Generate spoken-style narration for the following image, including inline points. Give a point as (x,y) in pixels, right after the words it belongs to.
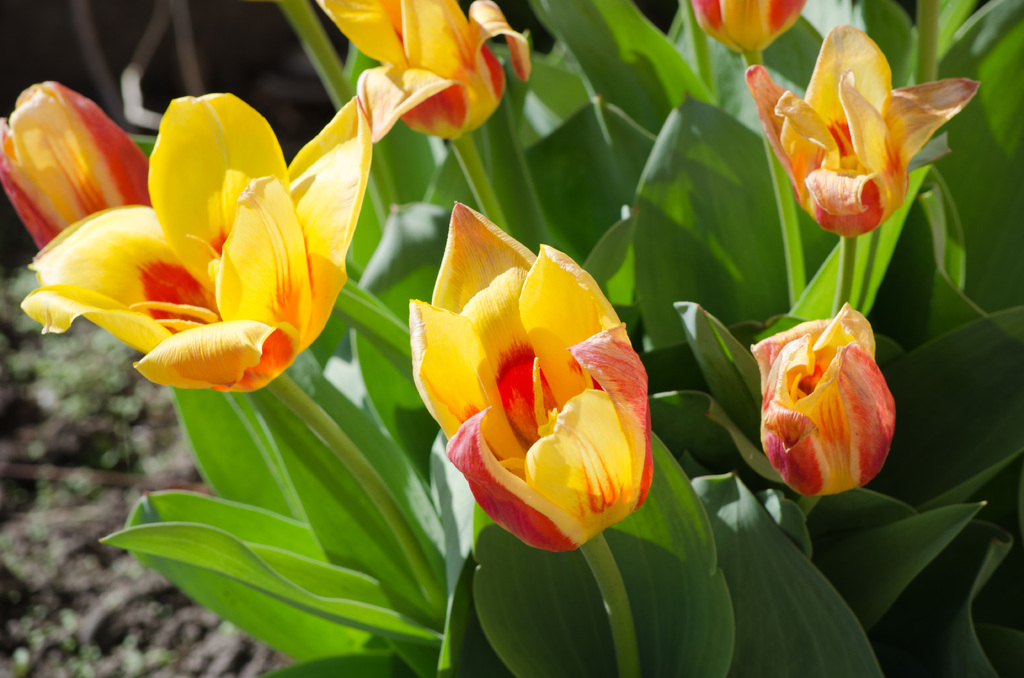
In this picture we can see plants (564,87) with flowers (852,429) and in the background (114,550) we can see the ground (118,357) and it is blurry.
